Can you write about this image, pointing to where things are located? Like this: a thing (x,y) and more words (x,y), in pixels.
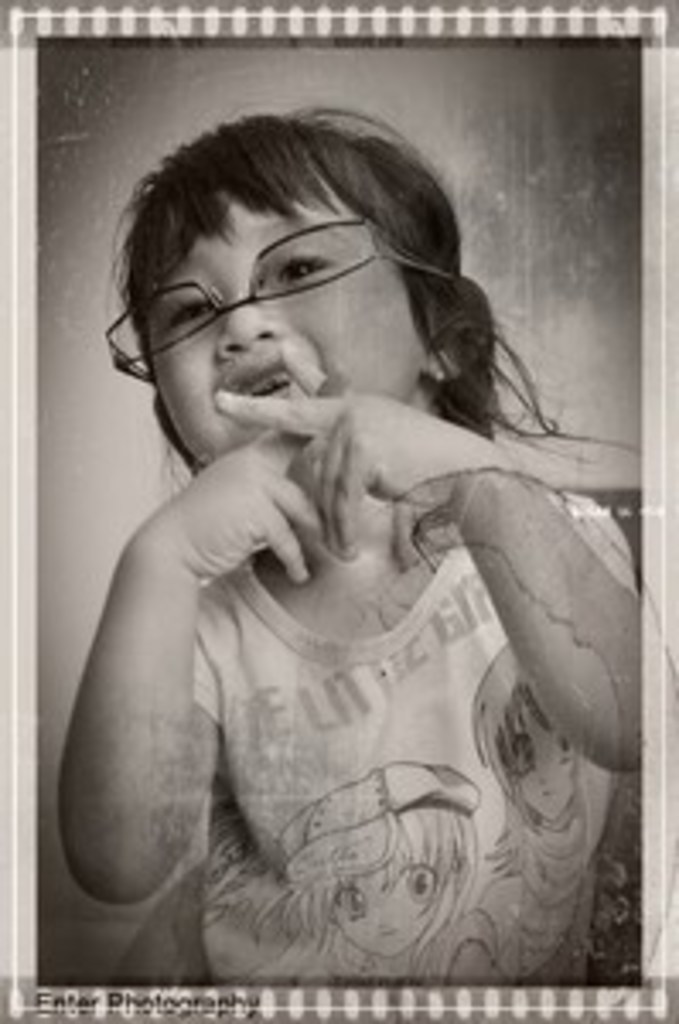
This is a black and white image. In this image we can see a girl (251,636) wearing spectacles (216,295).
